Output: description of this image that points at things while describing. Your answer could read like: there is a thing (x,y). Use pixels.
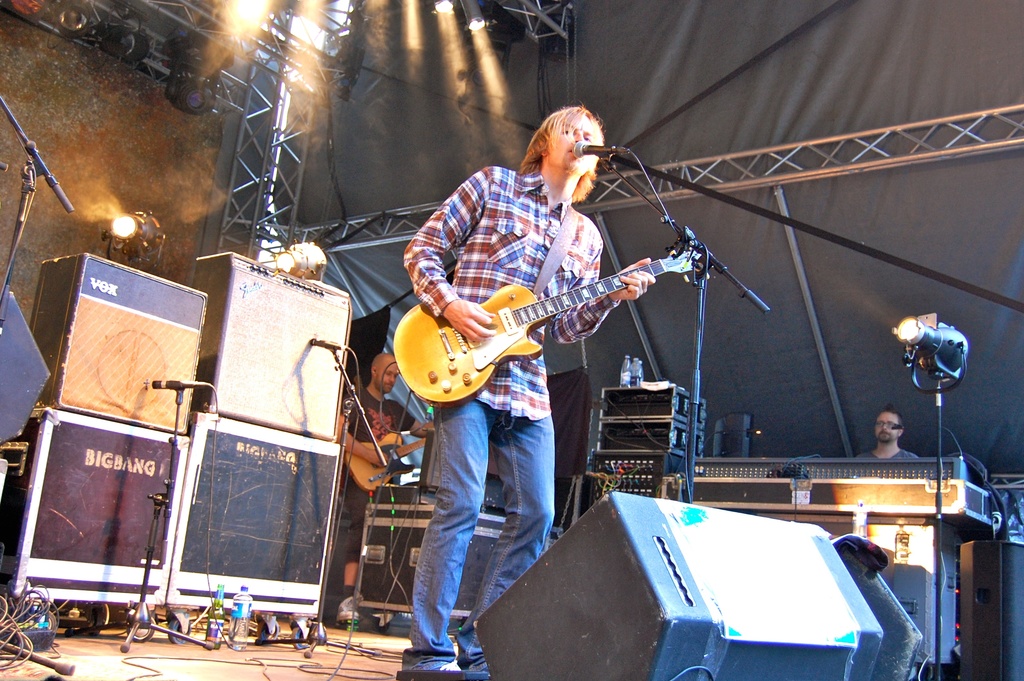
This image is clicked in a concert. There are three men (390,412) in this image. In the front (484,386), the man (531,392) is playing guitar (506,328) and singing in the mic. In the front (695,603), there is a speaker (678,608). In the background (247,470), there are boxes (262,345), mics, stands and wall (139,182).
